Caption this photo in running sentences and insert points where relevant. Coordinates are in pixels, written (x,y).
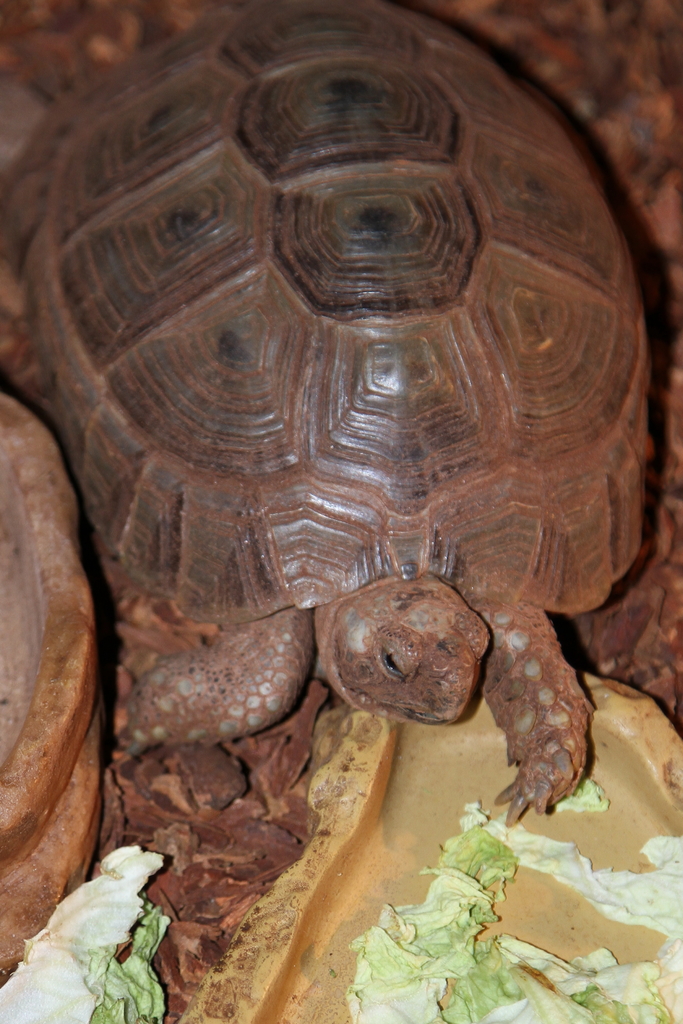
In this image I can see a tortoise (347,568). At the bottom (65,1013) there are few cabbage leaves (476,964). On the left side (27,736) there is an object (38,709) which seems to be a rock (14,762).
